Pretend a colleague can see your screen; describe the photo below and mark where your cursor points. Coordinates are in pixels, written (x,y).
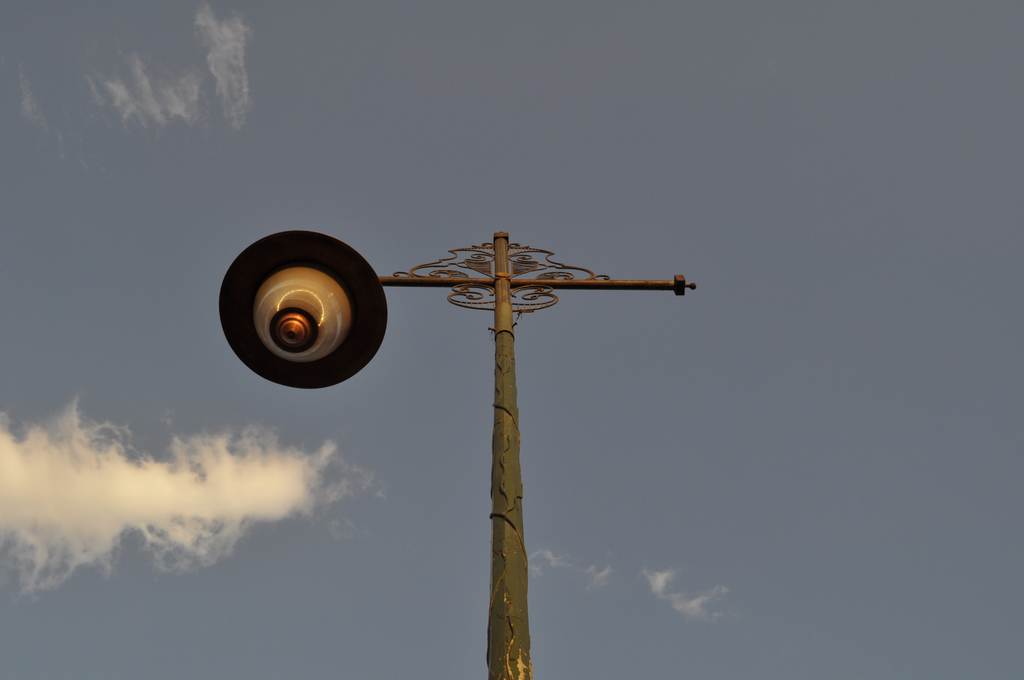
In this image we can see a street lamp (386,302) to a pole (512,376). On the backside (698,265) we can see the sky (730,322) which looks cloudy.
